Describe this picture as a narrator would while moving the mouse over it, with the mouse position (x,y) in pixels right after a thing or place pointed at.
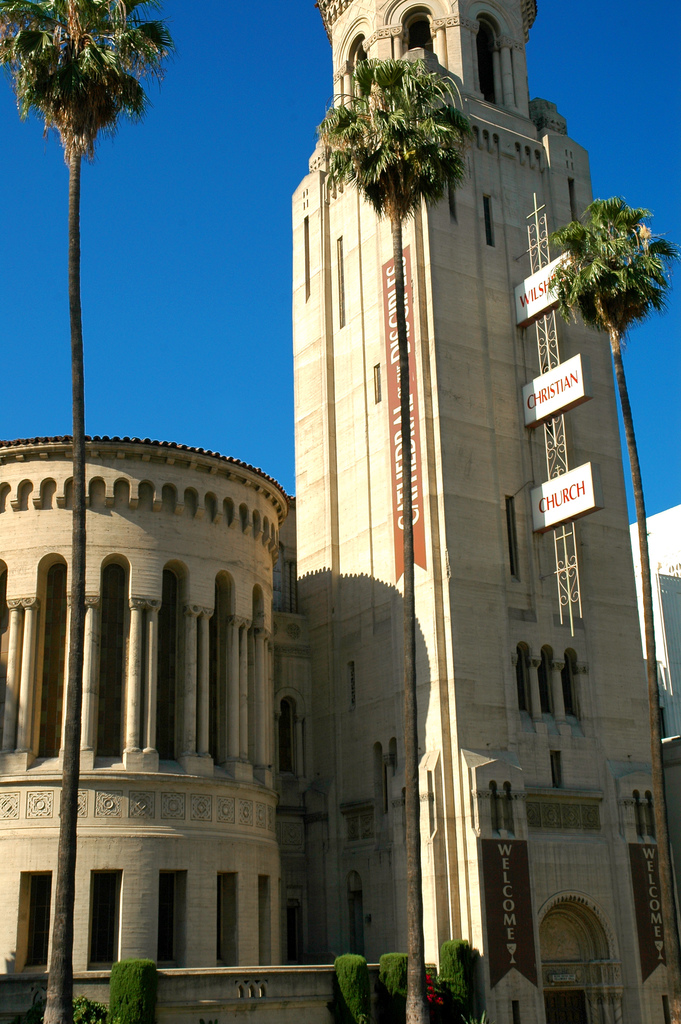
In this picture I can see buildings (455,250), boards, there are trees (601,251), and in the background (222,222) there is the sky (222,222).
